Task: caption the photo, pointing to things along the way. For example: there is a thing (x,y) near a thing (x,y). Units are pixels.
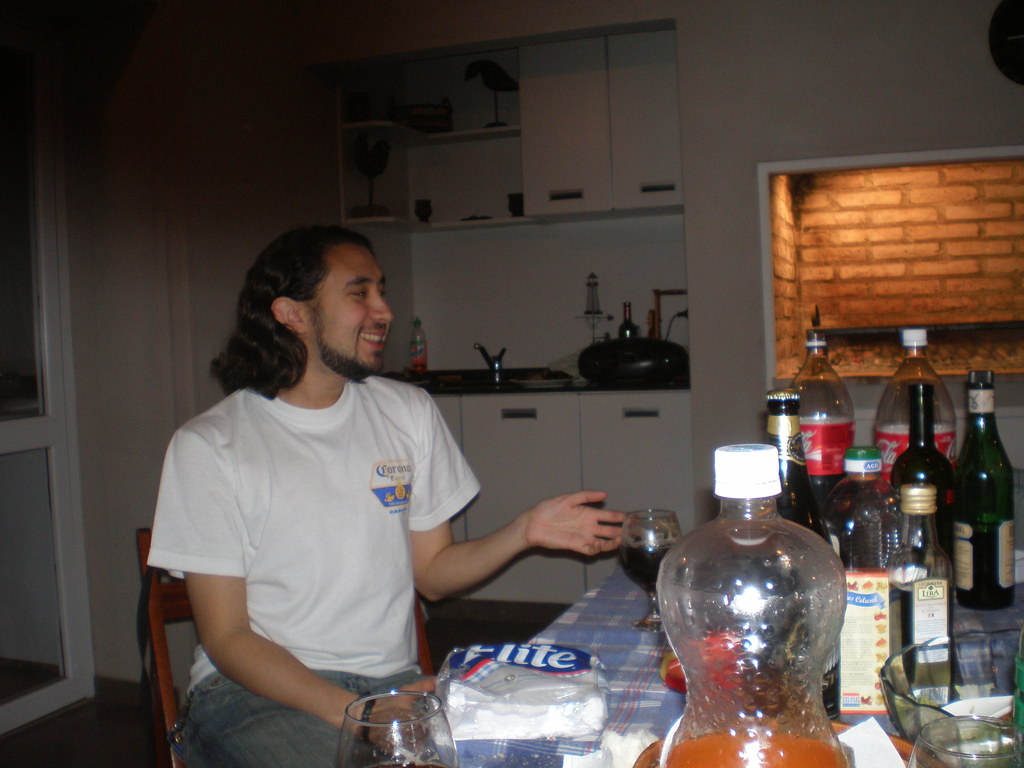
In this image we can see a man (380,354) is sitting on the chair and smiling. Here in the front (810,542) are the wine bottles (963,477) and some objects (818,456) on it, and here are the bricks (897,254), and here is the door (11,371).
